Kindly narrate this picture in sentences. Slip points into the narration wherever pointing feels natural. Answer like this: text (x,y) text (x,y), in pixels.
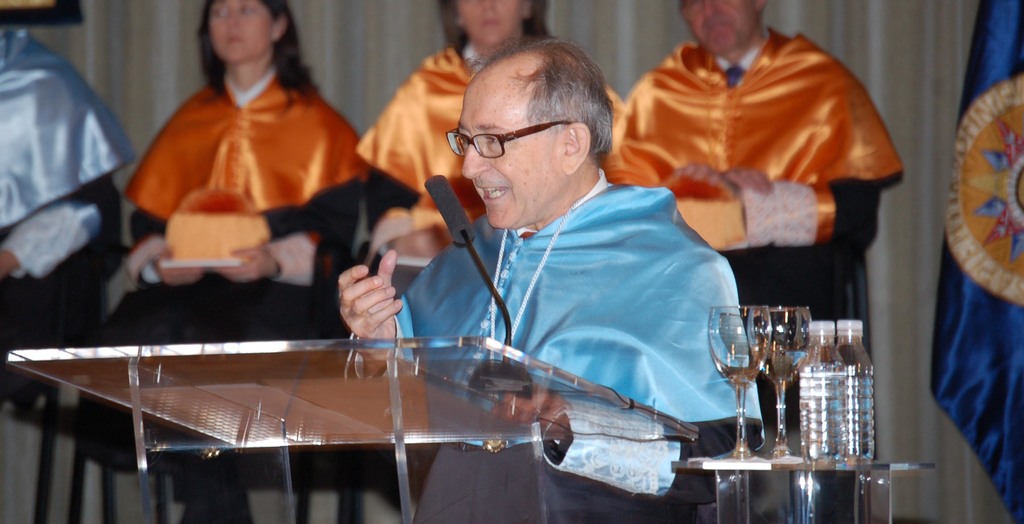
In the middle (651,246) a man (490,187) is talking into microphone (490,275). In the right side (729,366) there are glasses (730,327) and water bottles (843,395), behind him few people (711,92) are sitting on the chairs (321,319) and they wore orange color clothes (146,191).
